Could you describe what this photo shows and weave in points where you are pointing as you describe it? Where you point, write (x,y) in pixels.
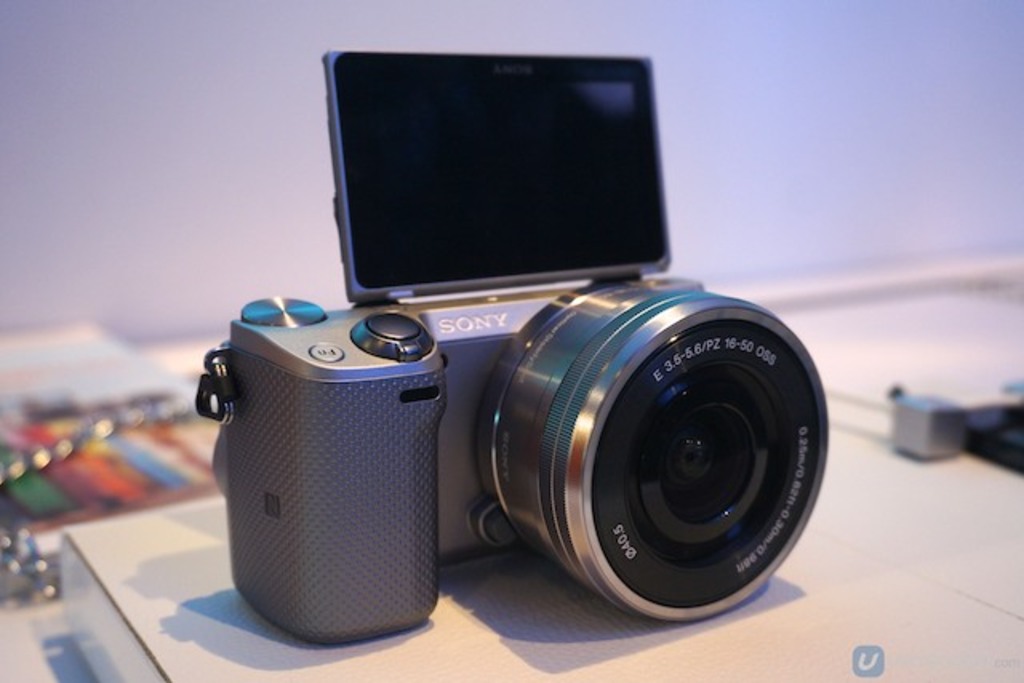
In this image I can see a camera (403,392) which is placed on a table (803,604). in the background (146,114), I can see the wall (215,178).
